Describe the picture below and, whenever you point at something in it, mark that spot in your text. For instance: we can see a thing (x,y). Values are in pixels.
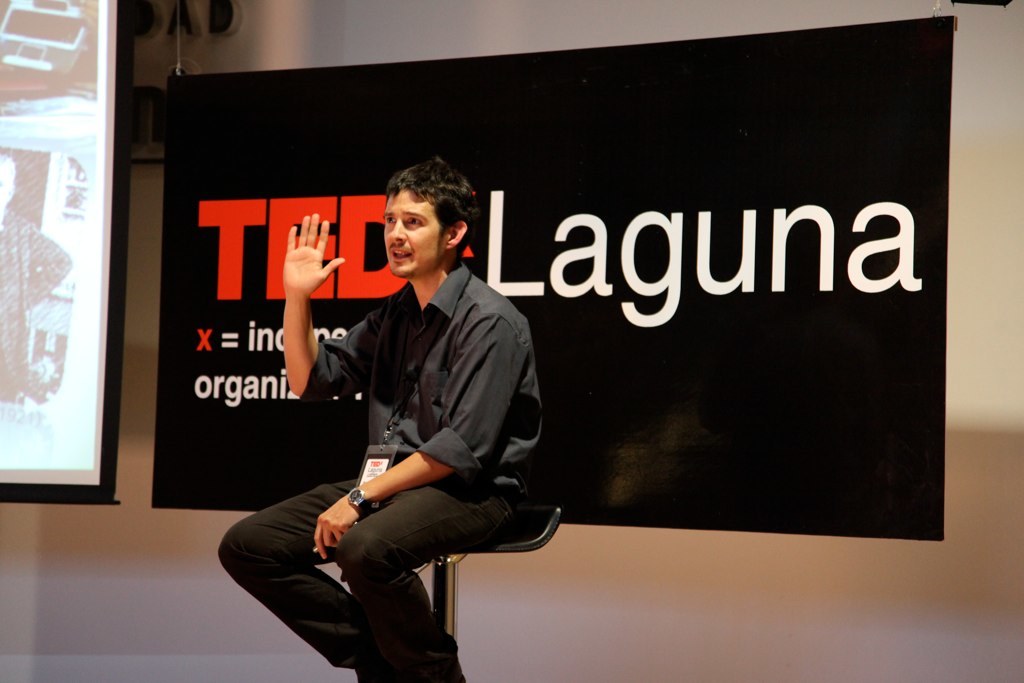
In this picture there is a man (430,274) who is wearing shirt (433,368), trouser (295,575) and watch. He is sitting on the chair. In the back (678,285) I can see the banner (513,208). On the left (59,377) I can see the projector screen (98,261).
